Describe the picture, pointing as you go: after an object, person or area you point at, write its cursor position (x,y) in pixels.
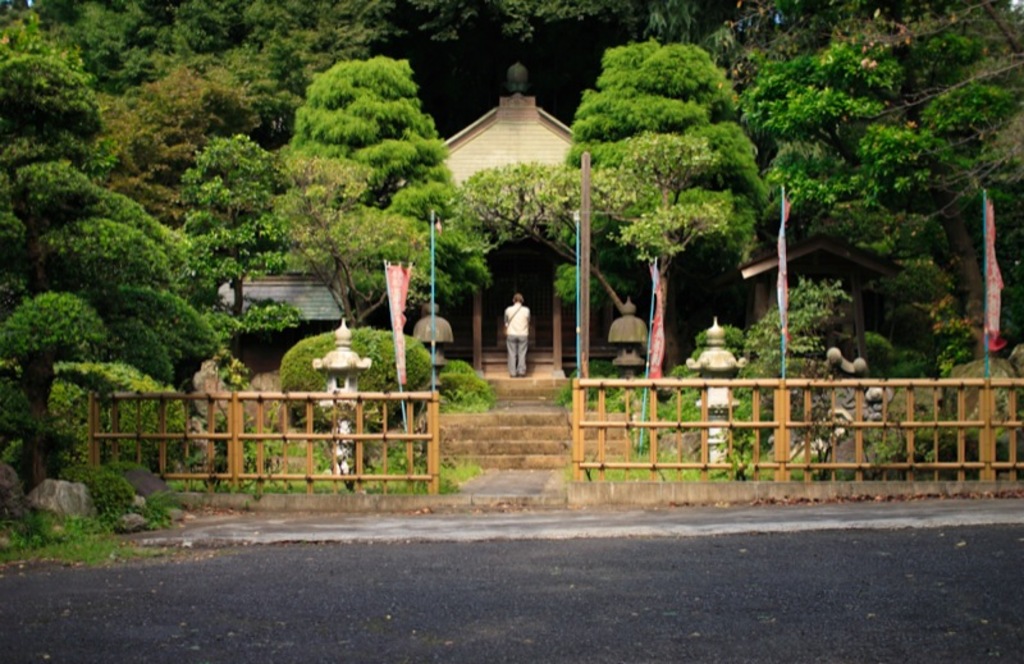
In the picture we can see a part of road (716,615) and railing (230,467) and behind it we can see a path (529,374) on the either sides of the path (529,389) we can see plants (555,214) and house (539,357) and a person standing near the exit (520,290) and behind the house (458,339) we can see full of trees (394,120).
